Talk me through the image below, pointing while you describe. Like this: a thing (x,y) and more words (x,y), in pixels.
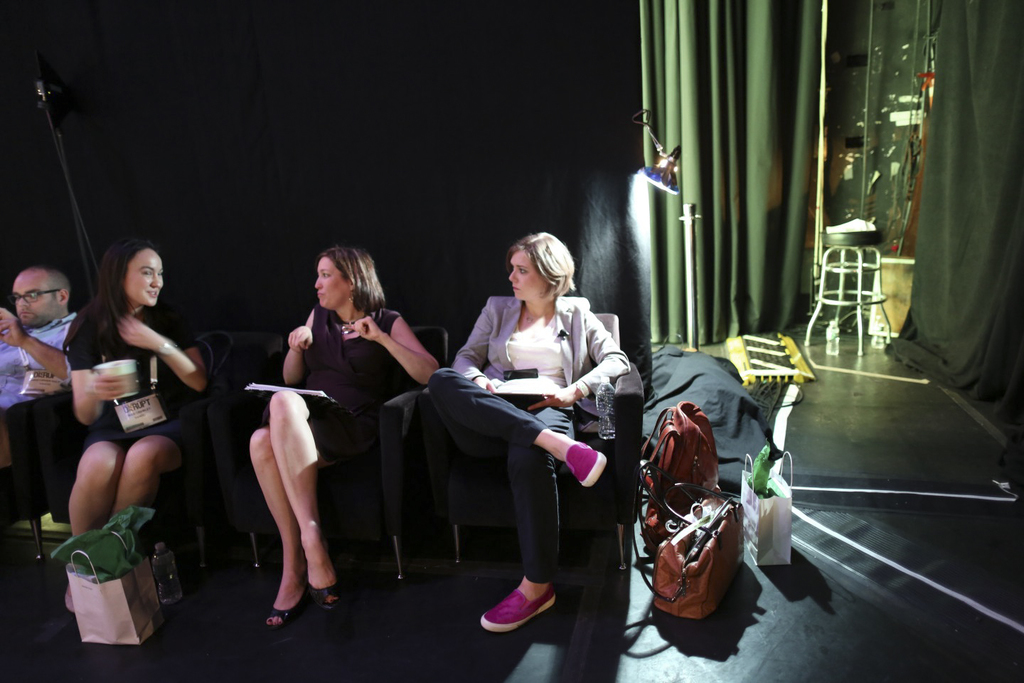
In the center (484,324) there is a woman (619,363) who is wearing blazer (584,328), t-shirt (536,340) and shoes (596,473). In her coat (571,356) we can see a mic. She is sitting on the chair (617,443). Beside her we can see two women (298,421) who are wearing black dress (358,378) and looking to each other and sitting on the chair (365,472). On left (52,335) there is a man (56,317) who is wearing spectacle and shirt (26,355). On the bottom left corner (145,609) we can see water bottle (167,582) and paper-bag (91,599). On the right (966,339) we can see the table (845,276), black cloth (933,266) and other objects (889,312). Here we can see brown color bags (685,552) and plastic bag (775,540) near the women (555,399).
